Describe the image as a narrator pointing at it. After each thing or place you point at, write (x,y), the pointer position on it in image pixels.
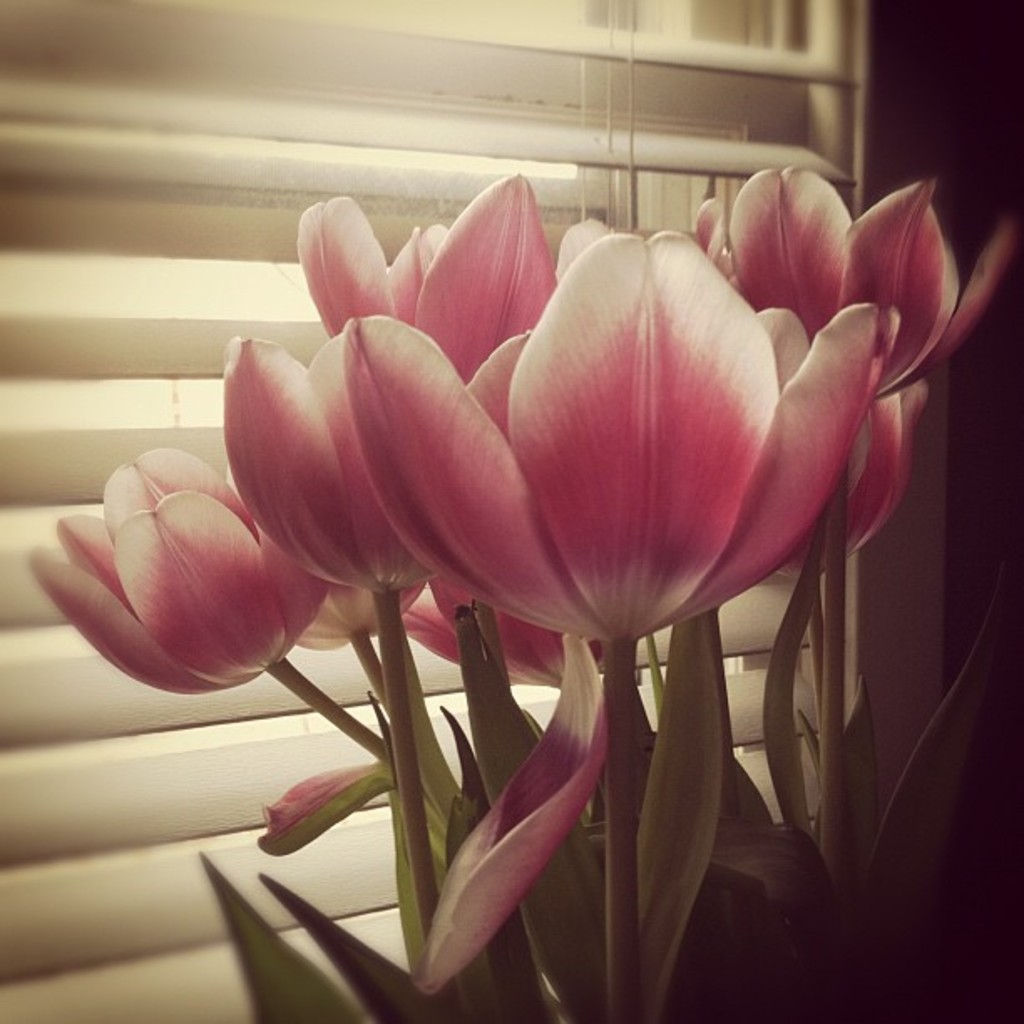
In the image we can see flowers (424,496), pink and white in color. Here we can see the leaves (676,848), stem (631,822) of the flower (435,485), window (435,698) and window blinds (433,683).
